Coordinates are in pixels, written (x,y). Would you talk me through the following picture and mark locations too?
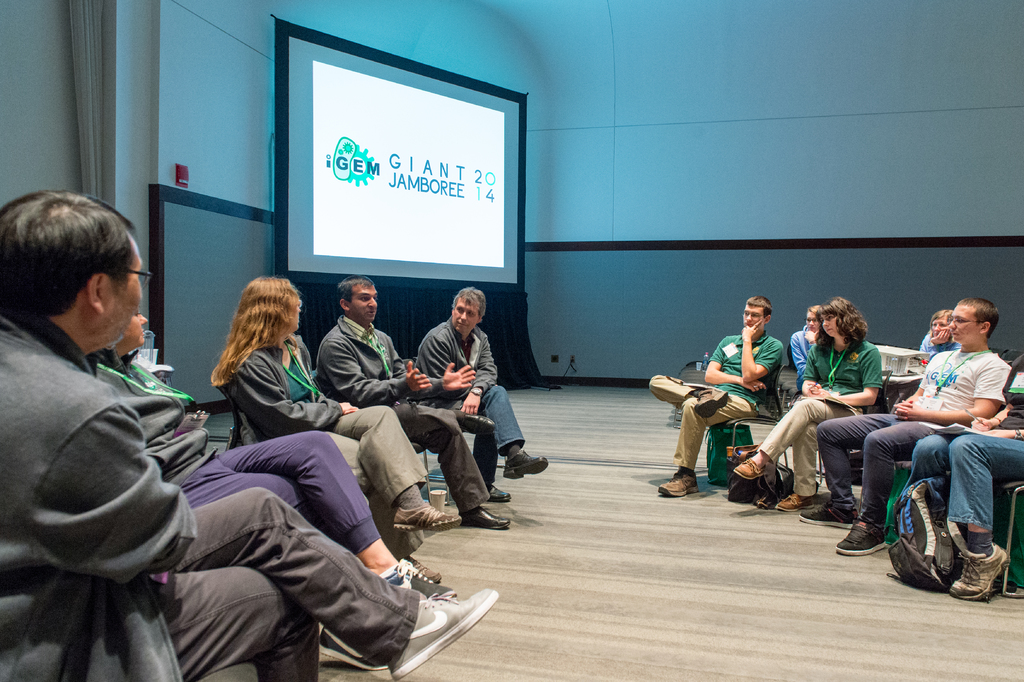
In this image I can see some people (403,432) sitting on the chairs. In the background (712,332), I can see the wall (704,221) and some text (396,179) projected on the screen (394,197).
